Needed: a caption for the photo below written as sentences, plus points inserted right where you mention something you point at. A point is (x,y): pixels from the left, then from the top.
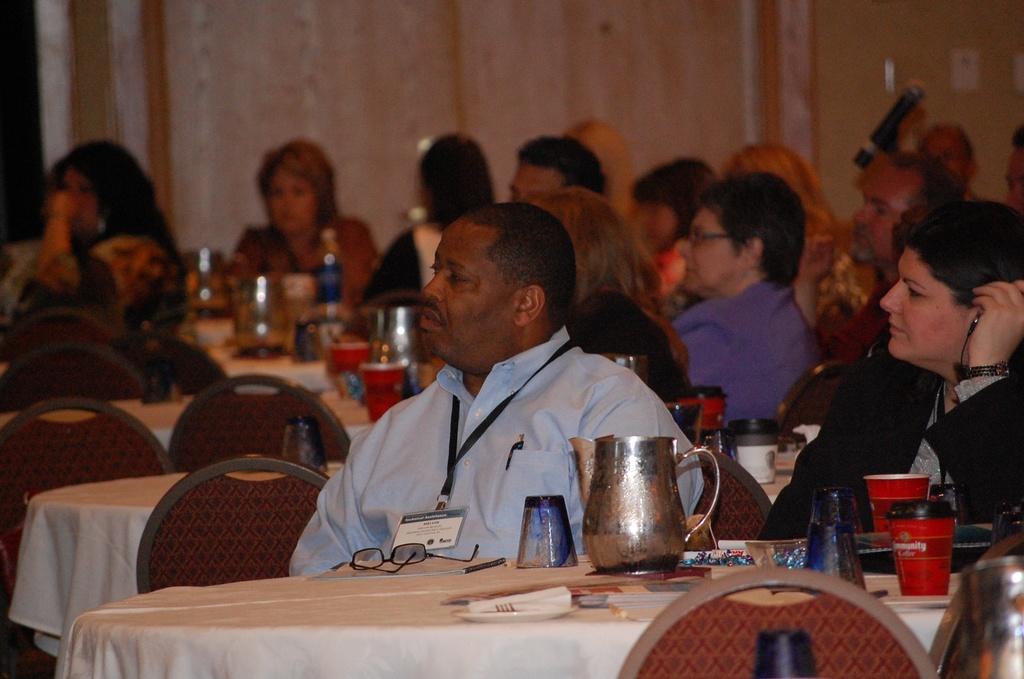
In this picture there are group of people (707,358) sitting on the chairs (27,383) and there are tables (391,609) and chairs (874,612). There are mugs (658,470), glasses (1005,514), cups (949,524), saucers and there are objects (644,596) on the table (476,642) and the tables (383,593) are covered with white color clothes (187,668). At the back (559,59) there is a door (671,105) and there is a wall (836,96).
